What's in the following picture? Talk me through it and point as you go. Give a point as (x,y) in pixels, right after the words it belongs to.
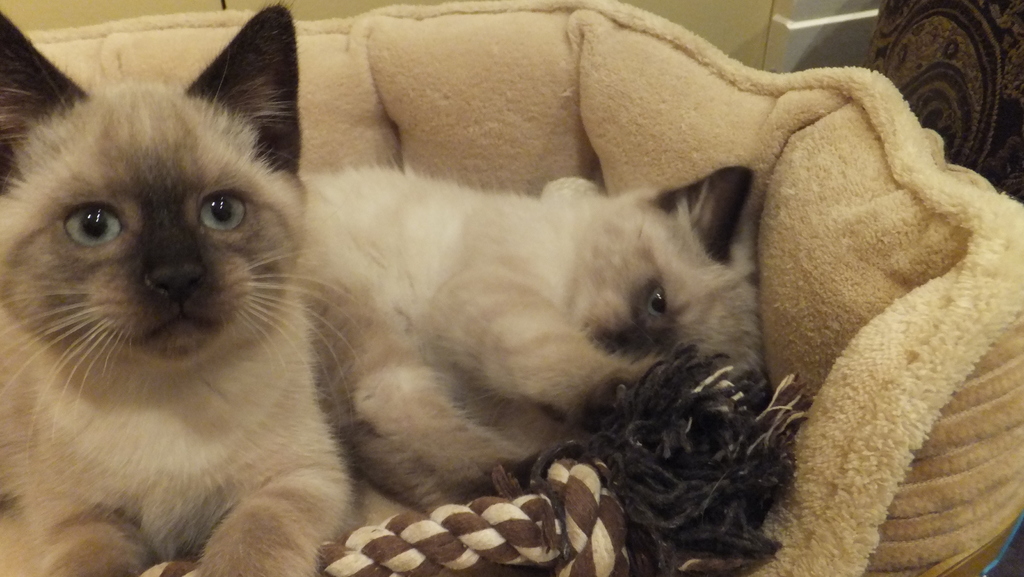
In this picture we can see cats (721,228) on a couch (774,249). In the background (832,37) it looks like the wall (832,37).
